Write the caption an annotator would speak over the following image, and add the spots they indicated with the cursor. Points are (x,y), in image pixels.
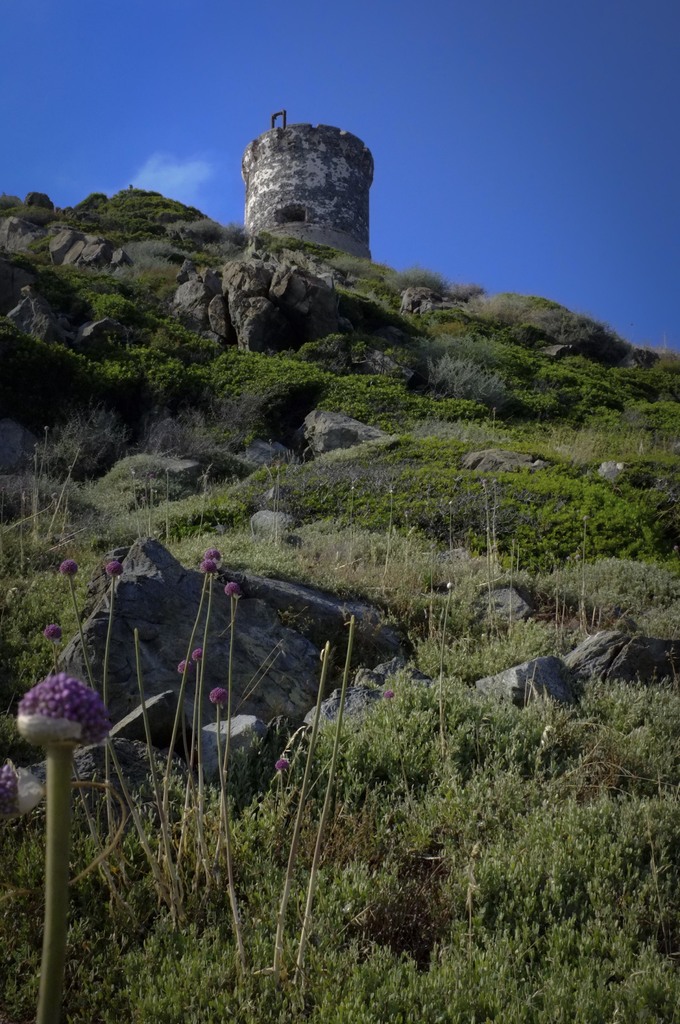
This is the picture of a hill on which there are some plants (175,854), grass (267,898) and some rocks (265,320) and at the top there is a building like thing (327,206).
